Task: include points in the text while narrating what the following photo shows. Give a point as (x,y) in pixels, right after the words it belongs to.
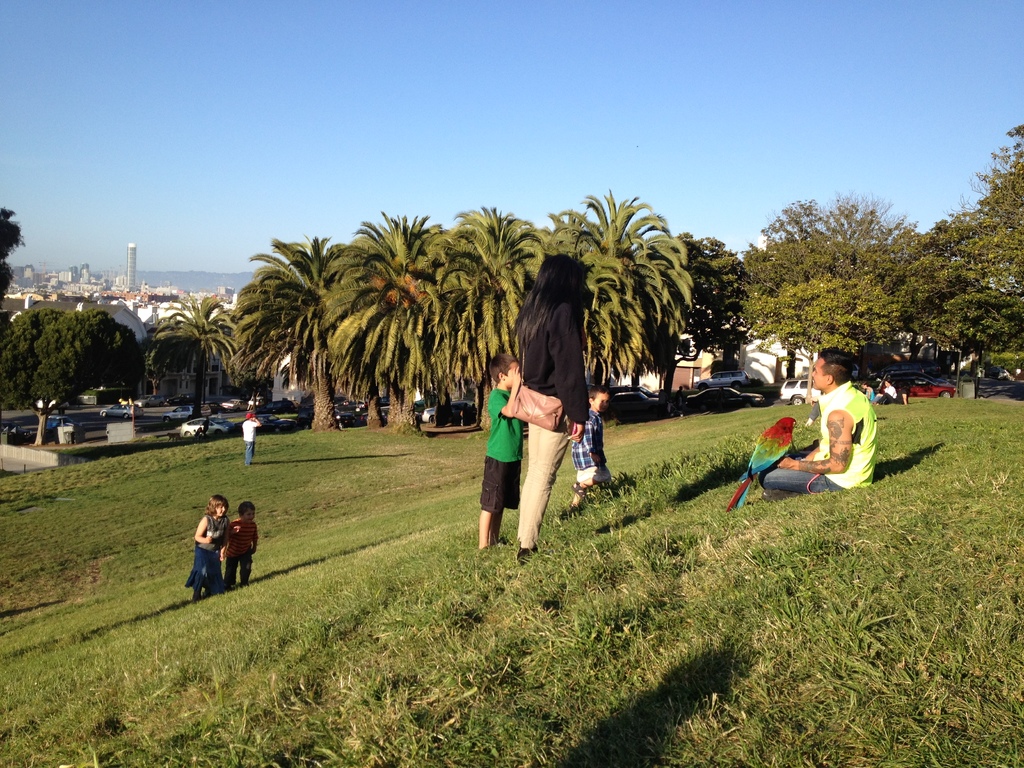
In this image there are woman (558,356) and kids (506,477) standing on a slope surface (624,469) and there is a man (836,462) sitting holding a parrot (771,453) in his hand (789,460), in the background (439,323) there are trees (826,309), cars (619,387), buildings (149,300) and the sky (509,90).
